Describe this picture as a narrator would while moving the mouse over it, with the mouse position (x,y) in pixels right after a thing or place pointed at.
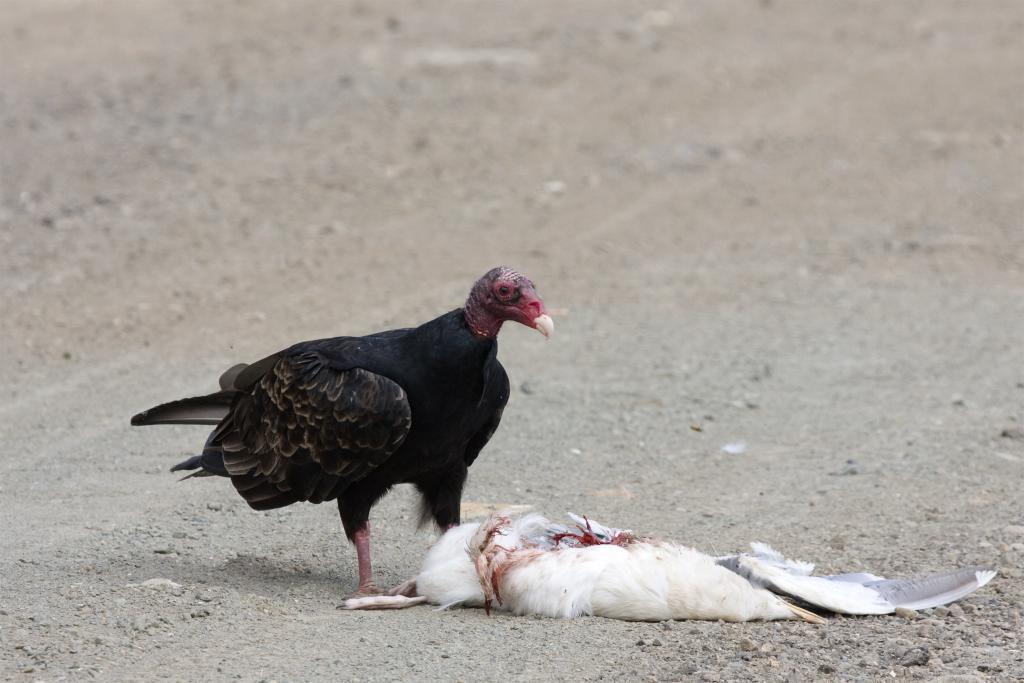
In this image I can see a black color bird (462,423) and a white color dead bird (480,548) visible on road (96,602).
